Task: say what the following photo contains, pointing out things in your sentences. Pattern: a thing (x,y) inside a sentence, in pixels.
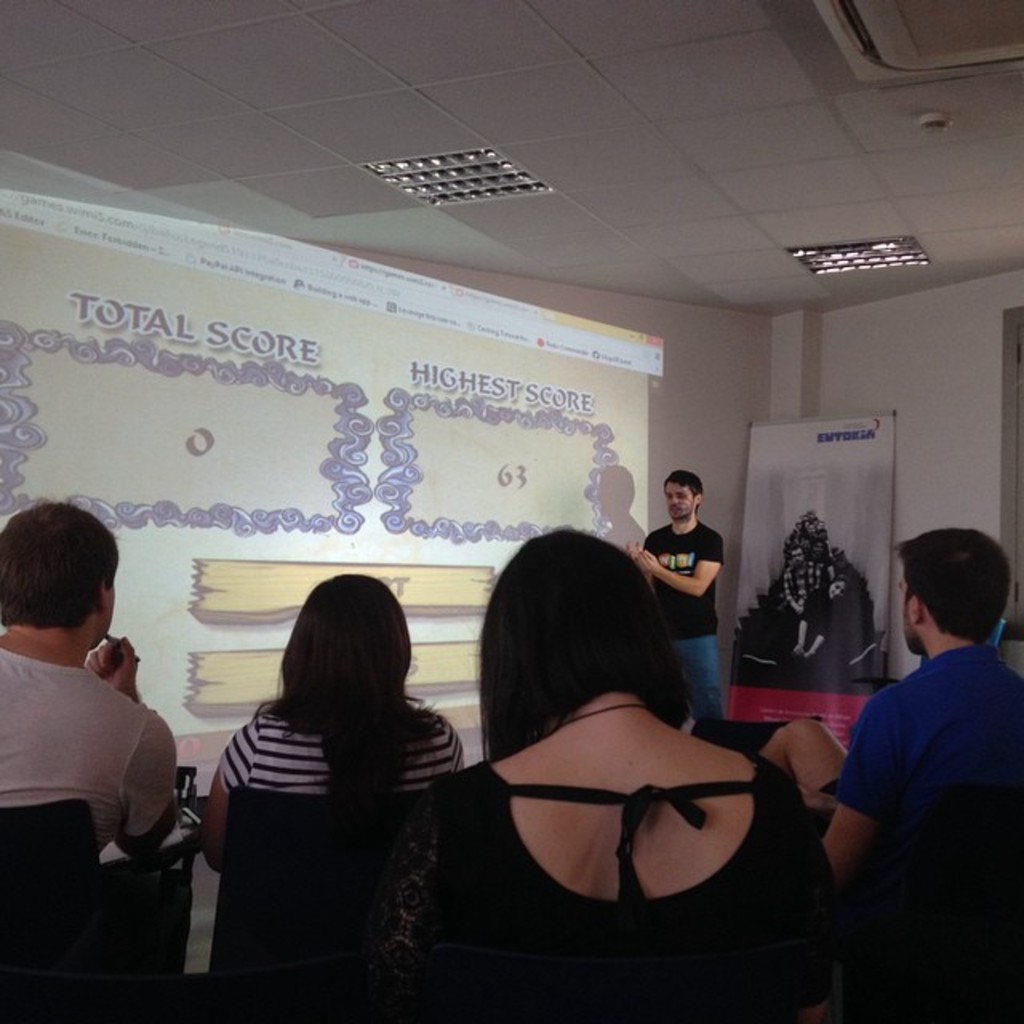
In this image we can see people (532,778) sitting on the chairs (3,930). In the background (696,499) we can see a man (695,566) standing. We can also see the display screen (430,291) with text (450,365) and numbers (192,452). There is also a banner (813,531) with humans (817,617). At the top (654,72) there is ceiling (650,60).
